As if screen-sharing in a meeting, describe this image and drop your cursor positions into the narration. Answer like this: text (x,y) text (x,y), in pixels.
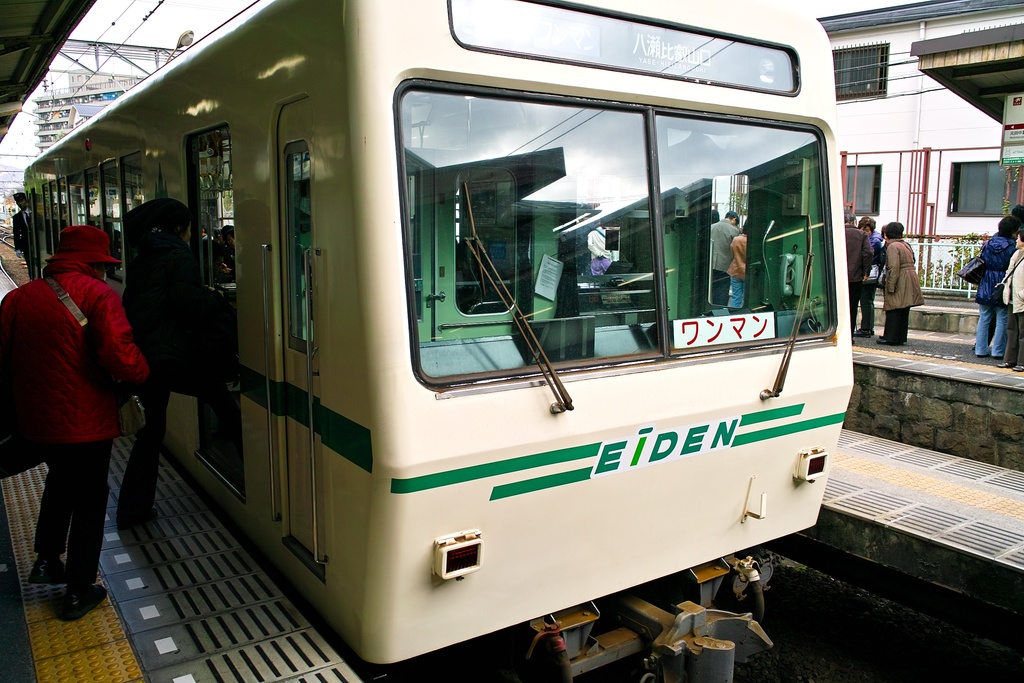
To the bottom left of the image (188,624) there is a platform (163,555). On the platform (156,549) there is a person (54,309) with red jacket (56,331) is standing. In front of that person (120,328) there is another person (166,337) with black dress (177,358) is getting into the white train (250,332). And the train (334,278) is having glass windows (288,235), wipers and also there are doors (287,210). Above the train (246,298) to the left top corner of the image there are electrical wires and also there are few buildings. And to the right side (941,487) bottom of the image (908,508) there is a platform (919,475) with few people (855,252) are standing on it. And also is a building (909,122) with walls (909,132), glass windows (872,80) and red pipes (924,173). And also there is a roof (919,42).
